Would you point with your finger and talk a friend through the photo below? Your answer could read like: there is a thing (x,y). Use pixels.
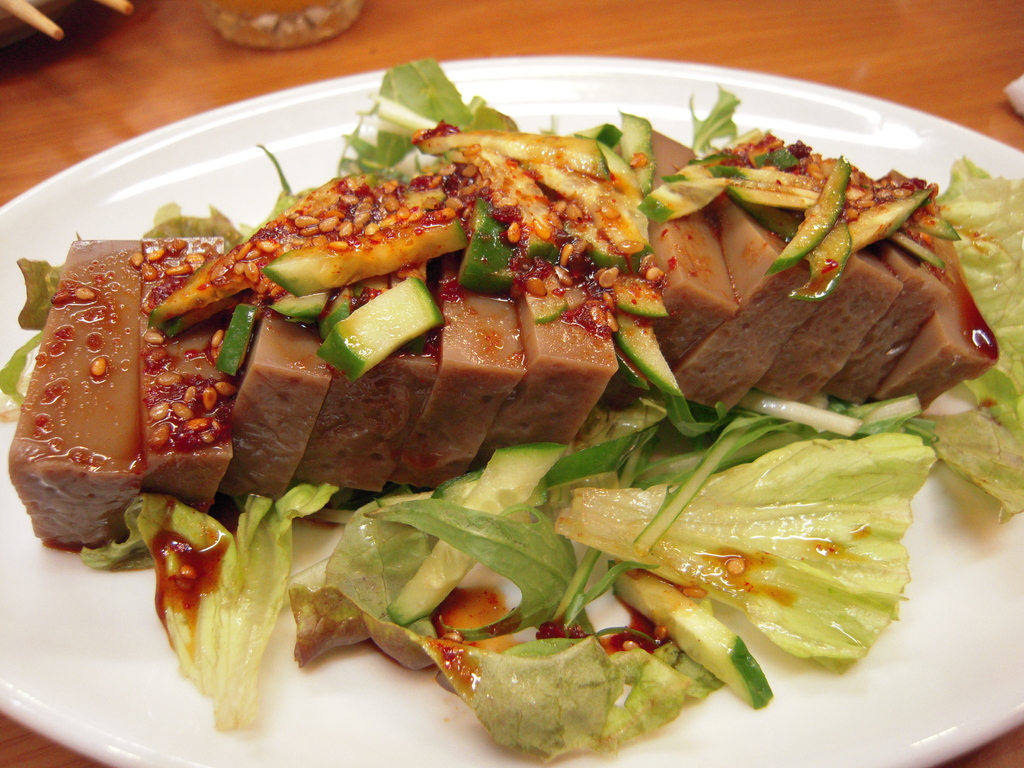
In the picture we can see a table (979,102) on it we can see a plate (72,182) which is white in color with some cabbage slices (785,531), some vegetables (168,311) with a sauce (863,188) on it.
